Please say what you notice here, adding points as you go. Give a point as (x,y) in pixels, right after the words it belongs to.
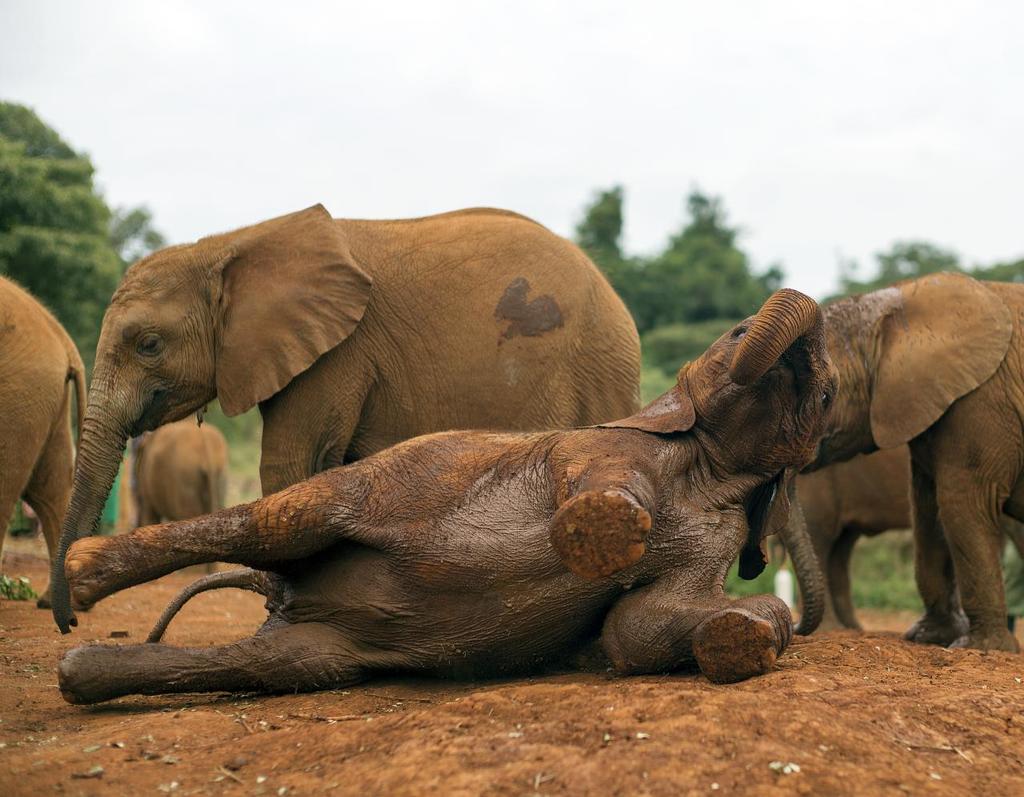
In this image we can see few elephants (569,583). In the foreground (490,575) we can see an elephant (290,647) lying on the ground (269,708). Behind the elephants (413,345) we can see a group of trees (776,279). At the top (565,93) we can see the sky (529,80).
